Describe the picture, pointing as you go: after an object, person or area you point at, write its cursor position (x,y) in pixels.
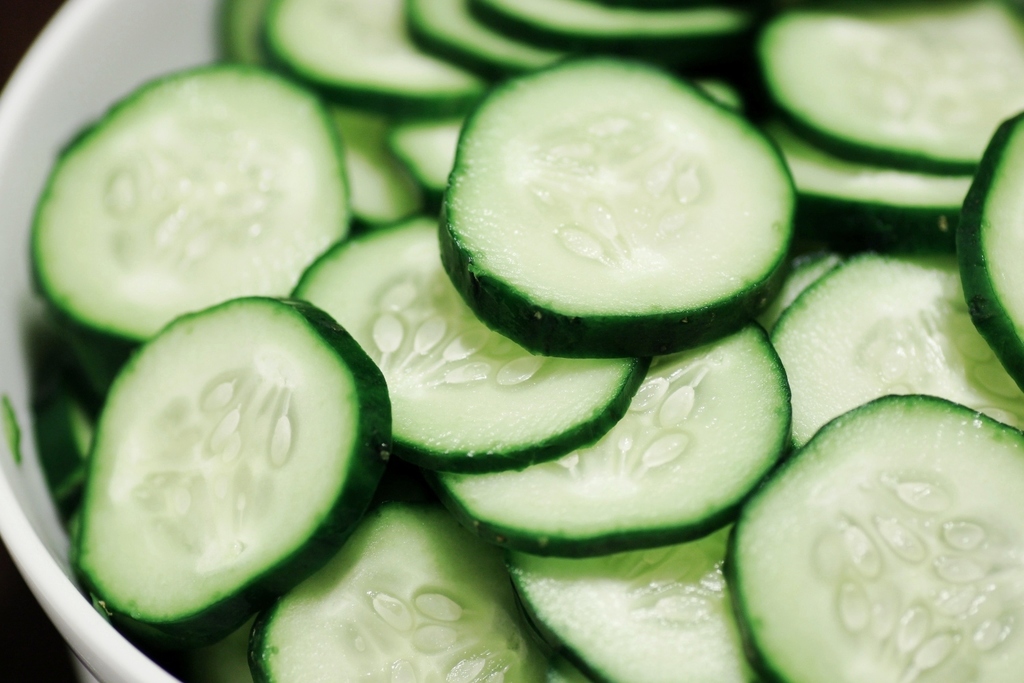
In this picture, we see a white bowl (25,160) containing chopped cucumbers (504,311).
